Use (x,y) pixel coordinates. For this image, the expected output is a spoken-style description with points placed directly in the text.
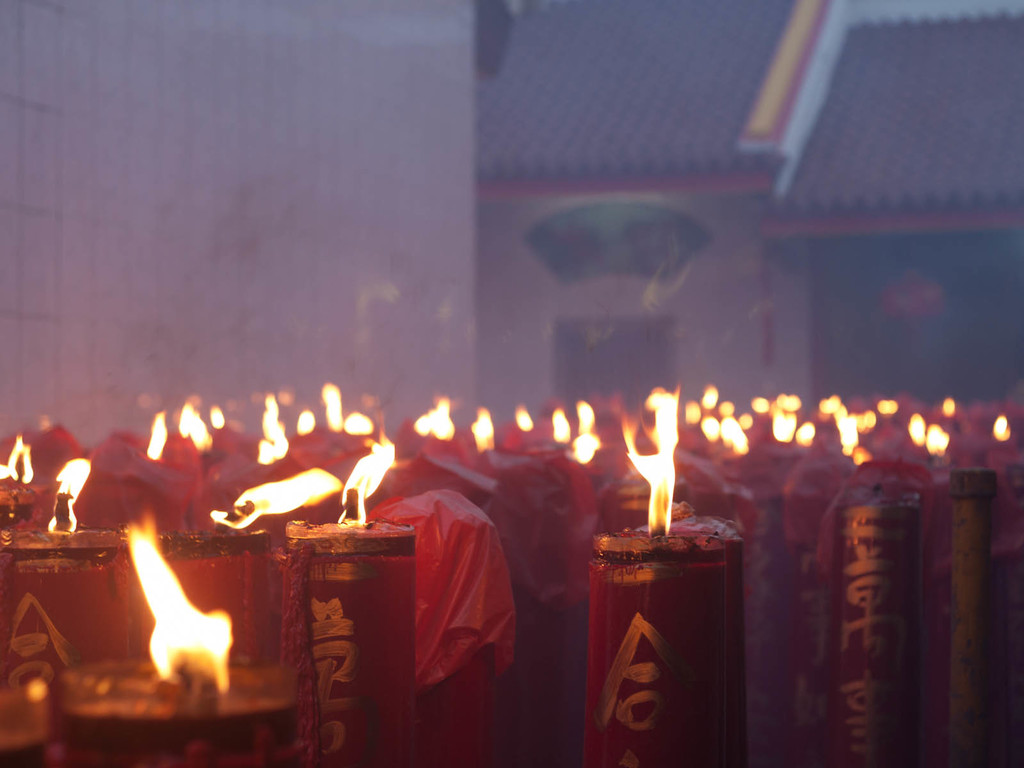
In this image we can see a group of candles (68,553) are light up with fire (934,441). In the background (851,208), we can see the building (663,157).
